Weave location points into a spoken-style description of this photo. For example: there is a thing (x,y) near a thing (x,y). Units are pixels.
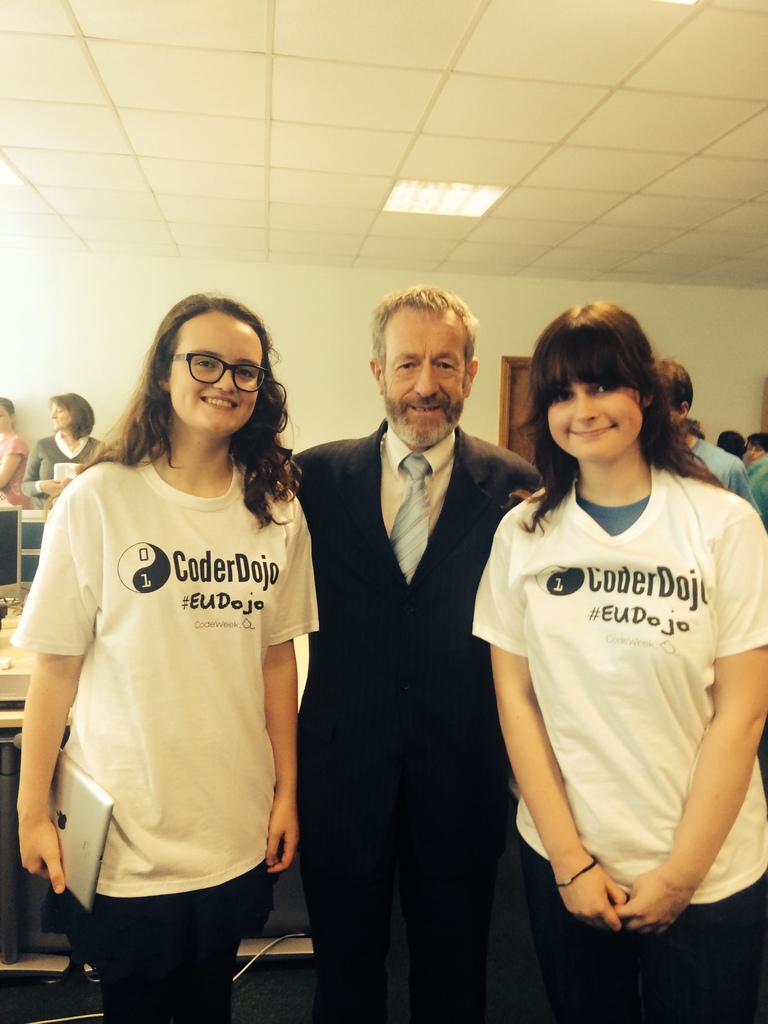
In this image there are persons (423,434) standing. In the front (311,665) on the left side (207,645) there is a woman (203,643) standing and holding a tablet (90,796) is smiling and the man (389,597) standing is smiling and on the right side (651,653) there is a woman (625,642) standing and smiling. In the background (258,275) there is a wall (274,288) which is white in colour and there is a door (520,398). On the top (476,190) there is a light (441,196).
